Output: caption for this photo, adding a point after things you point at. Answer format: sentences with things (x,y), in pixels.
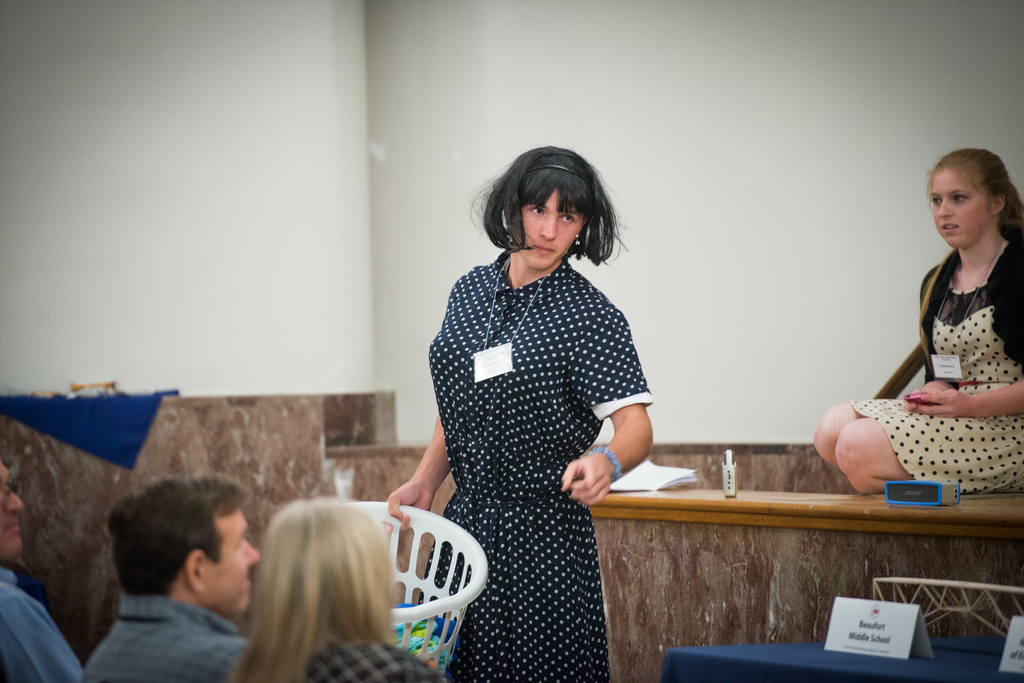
In this image there are three persons (242,647) sitting on chairs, in front of them there are two women (614,386) one women (522,482) is holding a basket (464,599) in her hand (422,499) and another women (865,475) is sitting on a bench (972,504), in the background (295,101) there is a wall (234,387).
